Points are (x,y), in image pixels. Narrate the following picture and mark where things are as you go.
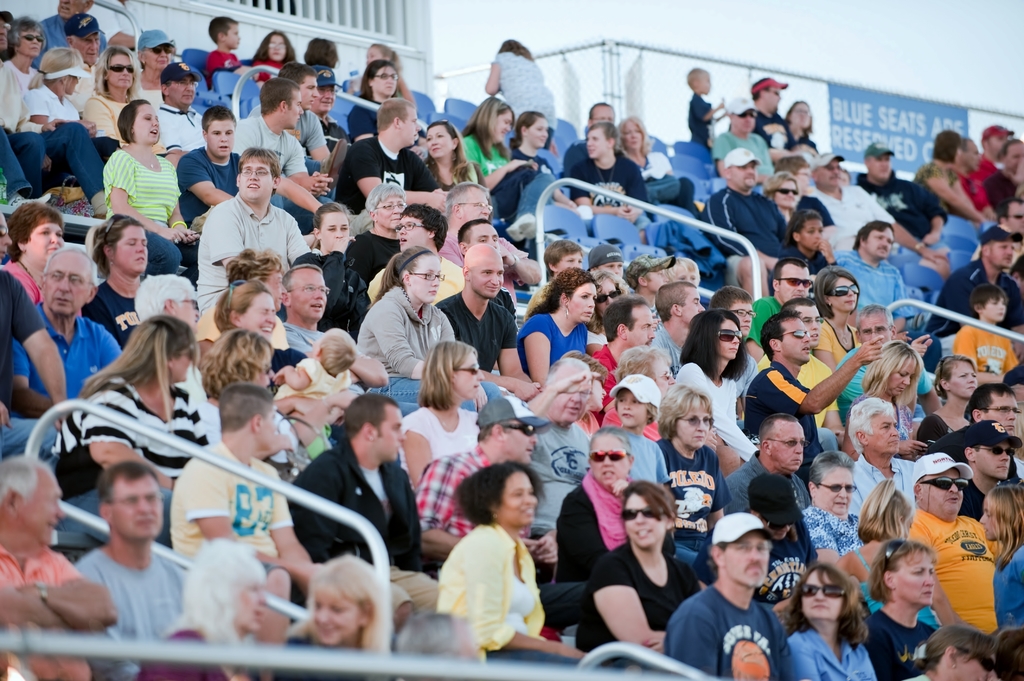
In this picture, we can see a few people (673,311) sitting in stadium (589,231), we can see poles (179,450), posters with some text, we can see white color wall (392,28) in the top left side of the picture (310,17), we can see the sky (843,59).
